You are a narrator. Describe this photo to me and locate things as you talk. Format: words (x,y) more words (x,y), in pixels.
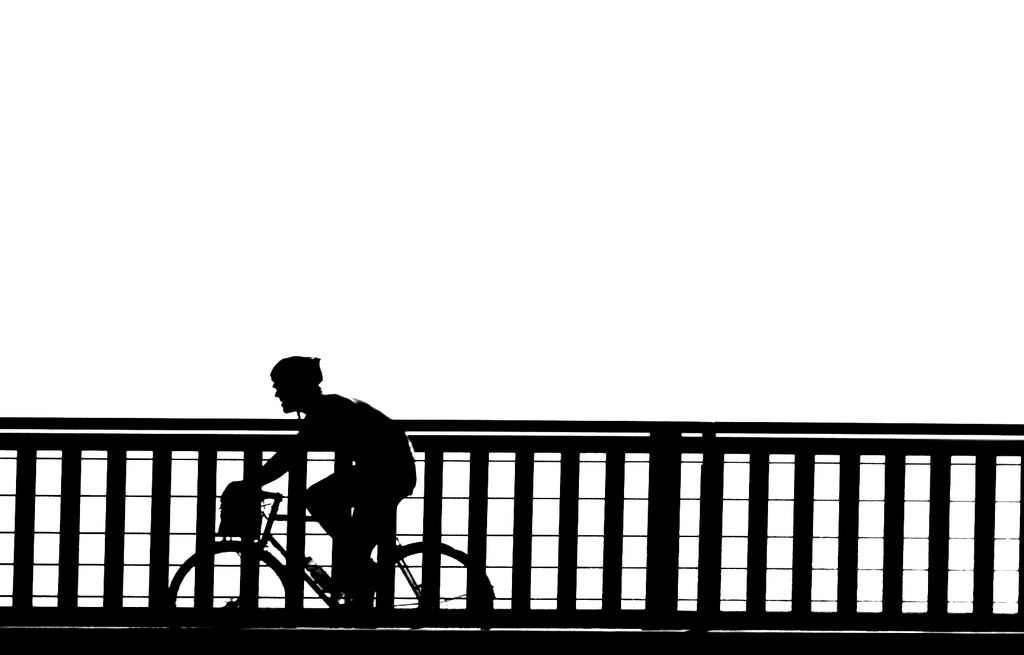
The person (366,456) is riding a bicycle (366,564) and there is a fence (568,512) beside him.
